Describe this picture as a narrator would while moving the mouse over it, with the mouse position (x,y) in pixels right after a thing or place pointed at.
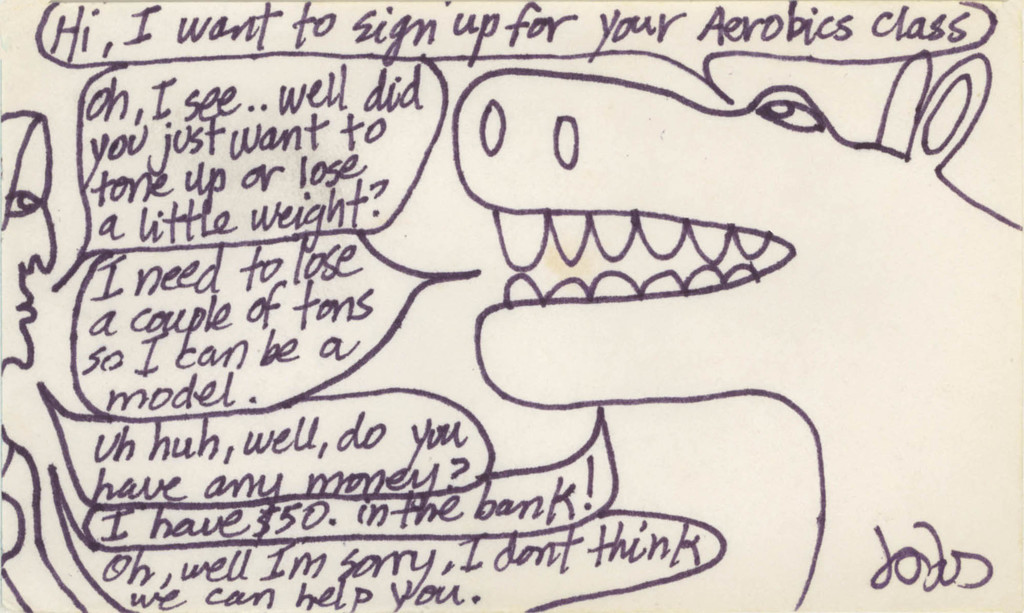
This image looks like a paper (654,342). There is something written and drawn on this paper (360,387).
